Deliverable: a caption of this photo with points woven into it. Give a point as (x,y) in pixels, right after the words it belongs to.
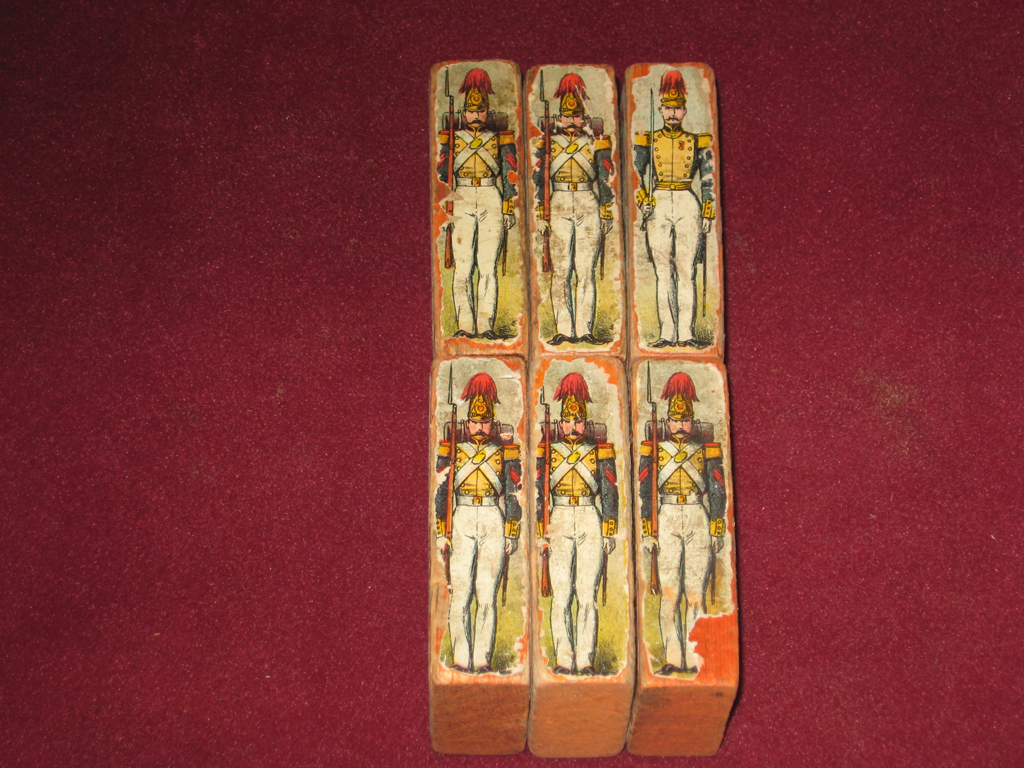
In this image I can see few wooden blocks (589,694) and I can see the stickers (540,503) are attached to them. These are on the maroon color surface (255,371).
